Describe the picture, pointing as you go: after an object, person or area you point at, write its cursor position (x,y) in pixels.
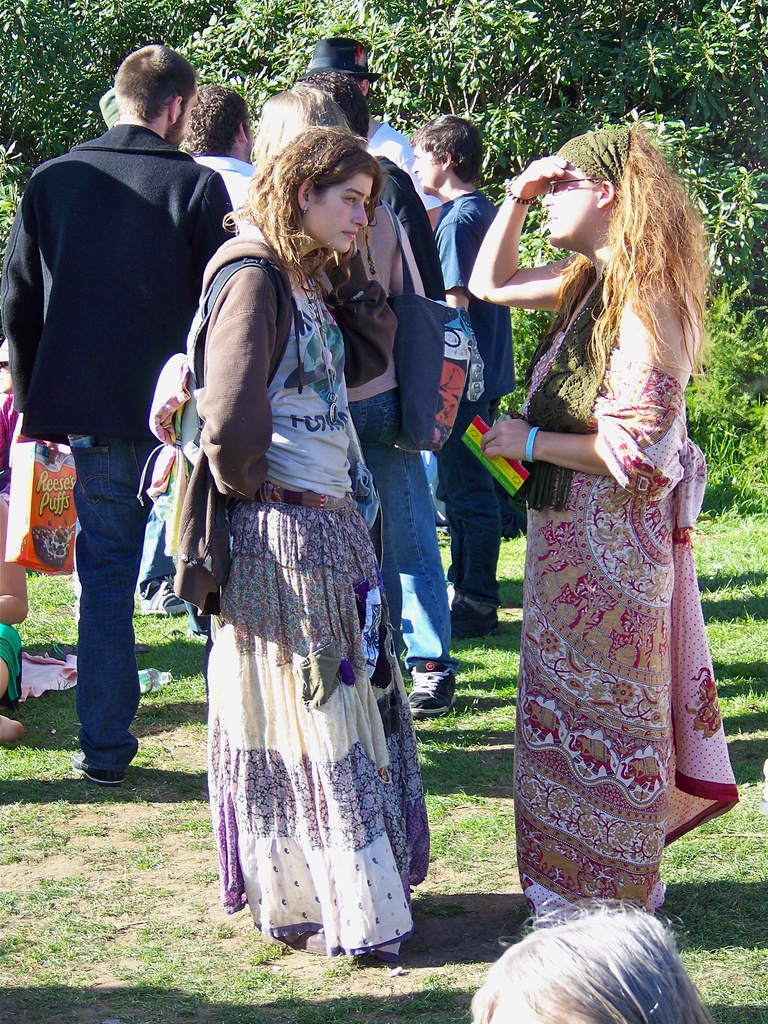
In this image we can see the persons (443,489) standing on the ground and holding a paper (477,427) and box (68,468). And at the back (506,174) we can see the trees (481,63) and grass (708,527).
